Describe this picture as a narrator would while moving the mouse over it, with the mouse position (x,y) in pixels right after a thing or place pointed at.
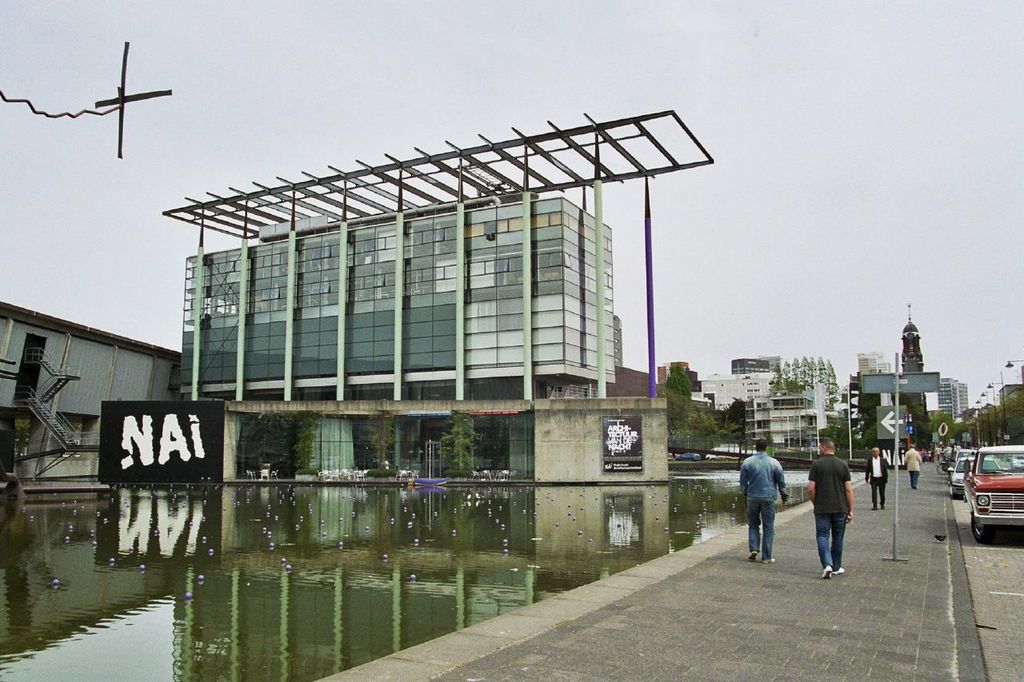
In this picture there are group of people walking on the footpath (775,669). On the right side of the image (988,535) there are vehicles (1002,522) on the road (996,577) and there are poles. At the back (571,459) there are trees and buildings (538,352). At the top (549,109) there is sky (465,72). At the bottom (314,626) there is water (267,619) and there is a road (970,560).
